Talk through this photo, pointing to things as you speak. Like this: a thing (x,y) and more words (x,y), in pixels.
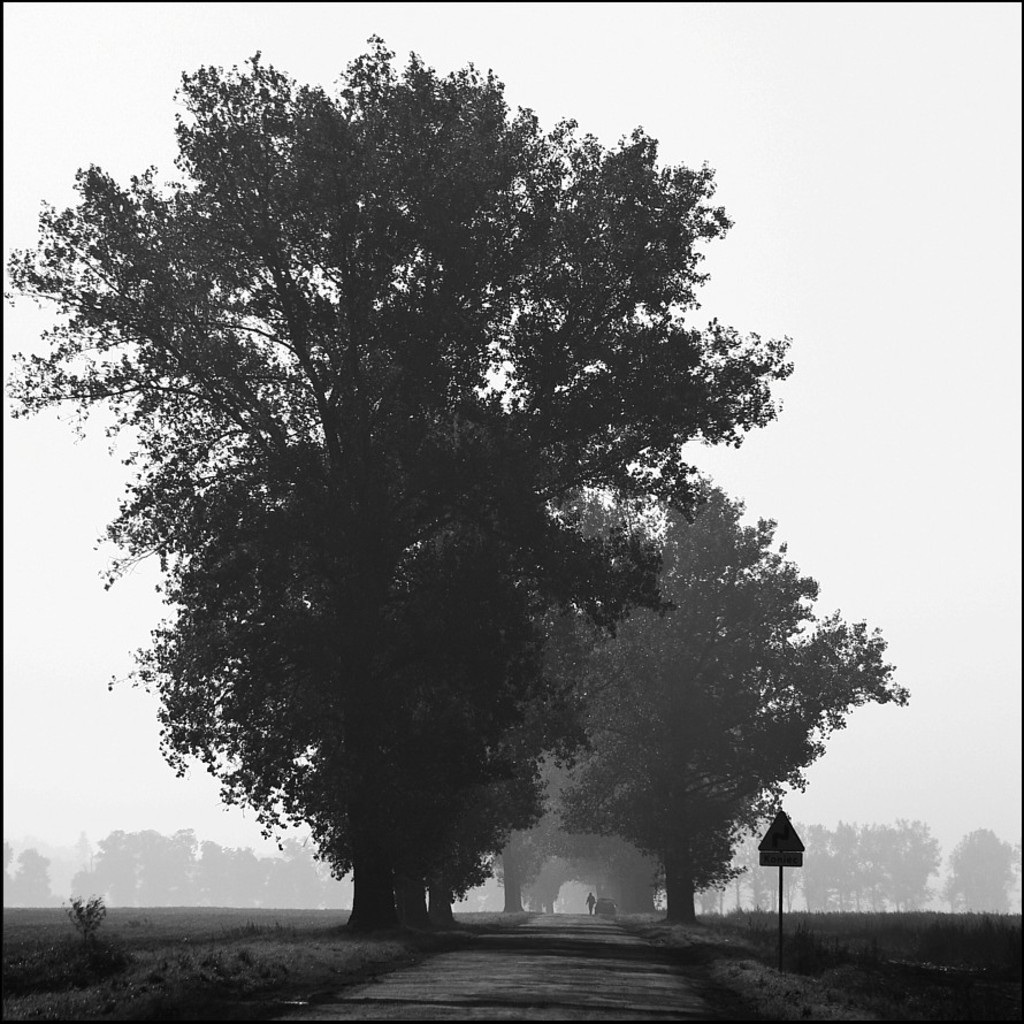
In this image I can see the black and white picture in which I can see the road (539,941), a person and the vehicle (606,907) on the road (594,914), a pole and a sign board (782,855) attached to the pole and few trees (525,676). In the background (822,895) I can see few trees (893,854) and the sky (853,345).
